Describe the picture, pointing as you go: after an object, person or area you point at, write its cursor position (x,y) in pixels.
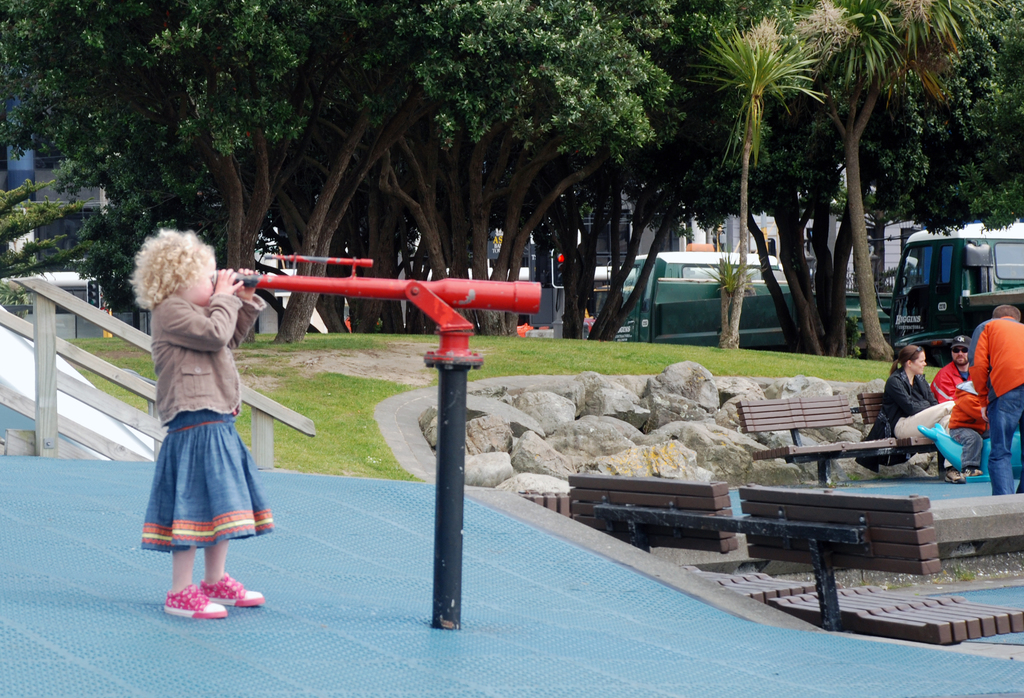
In this image there is a girl (186,322) seeing through a telescope (434,294), in front of the girl (174,326), there are a few people (929,406) seated on the benches (827,454), behind the benches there are rocks (527,406), behind the rocks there is grass (553,352) on the surface (412,352), in the background of the image (489,223) there are trees (386,161) and cars (904,279) parked.
